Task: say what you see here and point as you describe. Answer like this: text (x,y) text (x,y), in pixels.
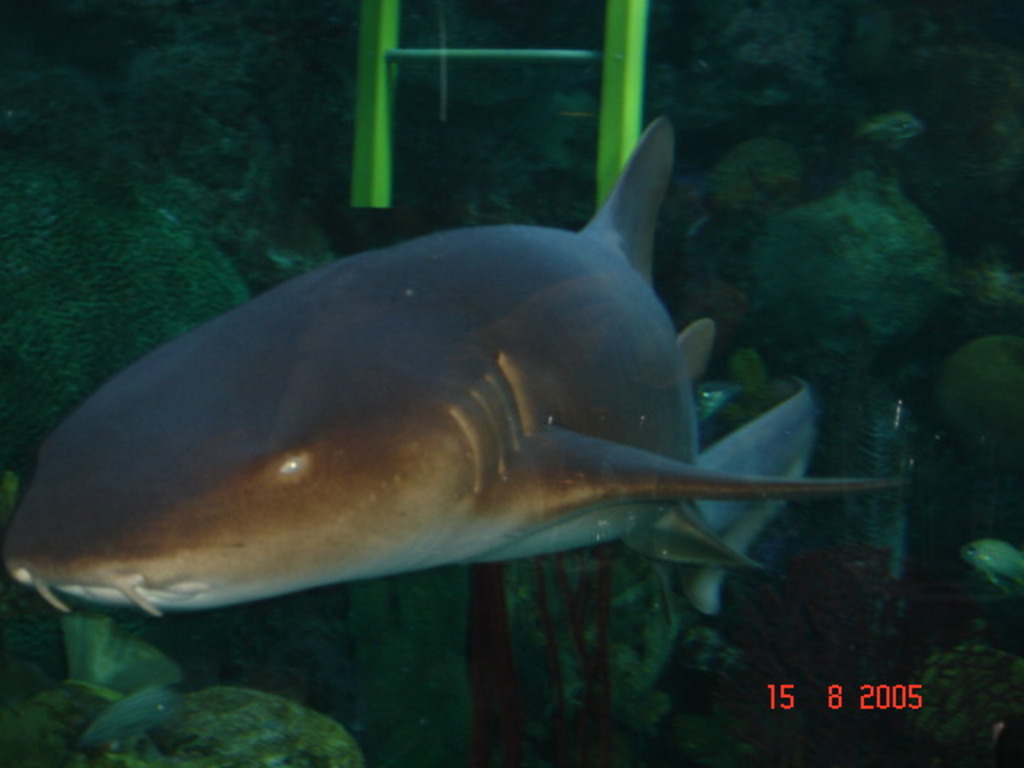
In this image there is a shark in the water (497,98), there is an object (613,71) truncated at the top of the image (377,82), there are numbers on the image, there is an object (206,733) truncated towards the bottom of the image (251,732), there are numbers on the image.
